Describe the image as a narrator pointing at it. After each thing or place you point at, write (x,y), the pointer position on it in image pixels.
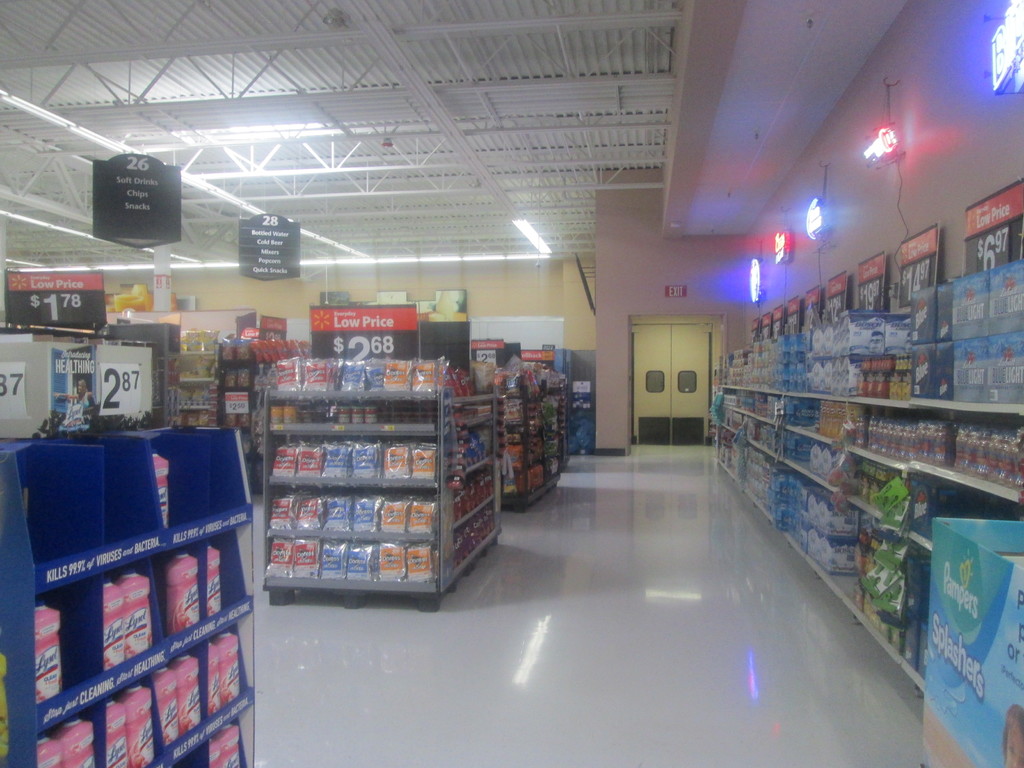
In this picture we can see boxes (1004,736), racks (305,534) on the floor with packets (389,504), bottles (929,434) and some objects (529,444) in it. In the background (186,322) we can see the walls (622,254), roof (411,204), name boards (147,228), lights (755,273) and rods (432,234).
